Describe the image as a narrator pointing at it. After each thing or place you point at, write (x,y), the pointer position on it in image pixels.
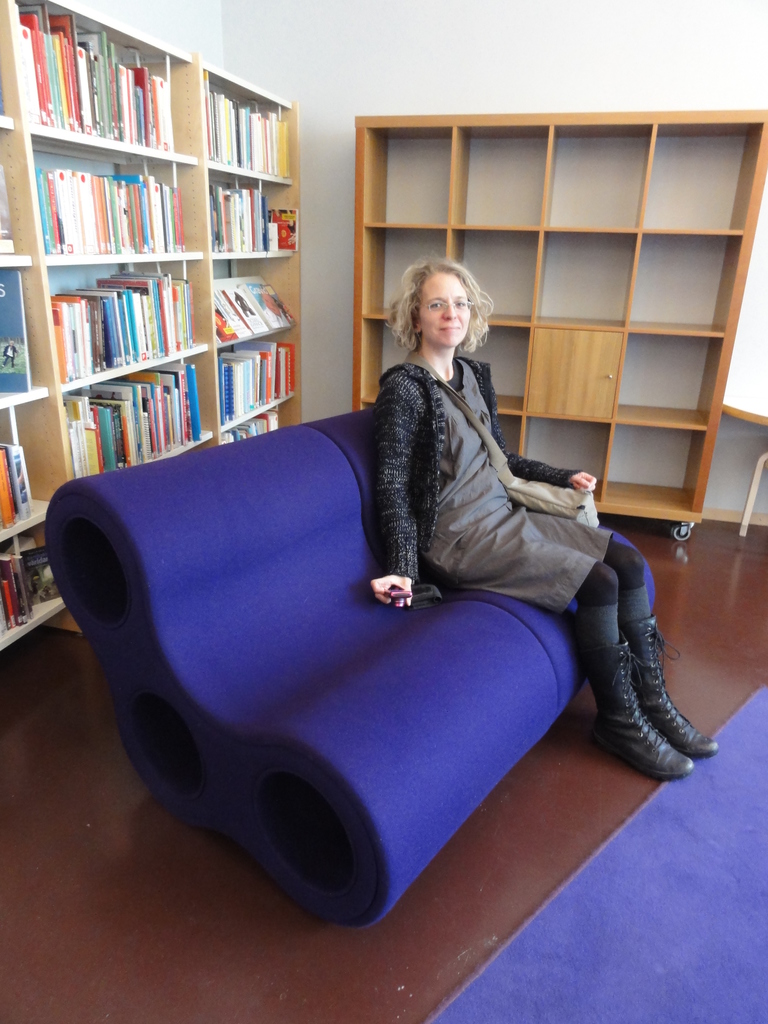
In this image i can see a woman (468,544) wearing a grey dress (471,547) sitting on the sofa (328,466). Behind the woman (396,436) there is a shelf (18,104) in which there are couple of books (162,319) and on the right side of the image (666,287) we can see an empty shelf (703,338). On the floor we can see blue mat (634,890) and the woman (384,477) is wearing spectacles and smiling.
